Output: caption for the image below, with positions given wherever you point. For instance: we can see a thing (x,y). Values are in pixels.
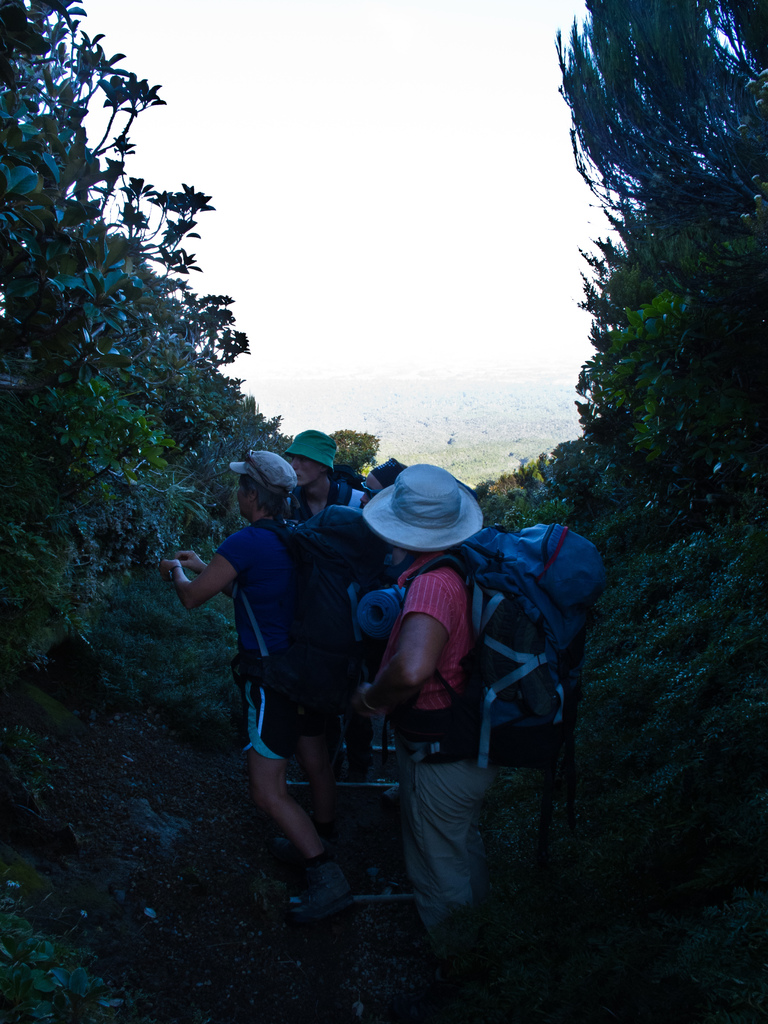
In this image i can see a group of people (428,808) are standing and wearing hat (415,507). I can also see there are few trees (76,378).
